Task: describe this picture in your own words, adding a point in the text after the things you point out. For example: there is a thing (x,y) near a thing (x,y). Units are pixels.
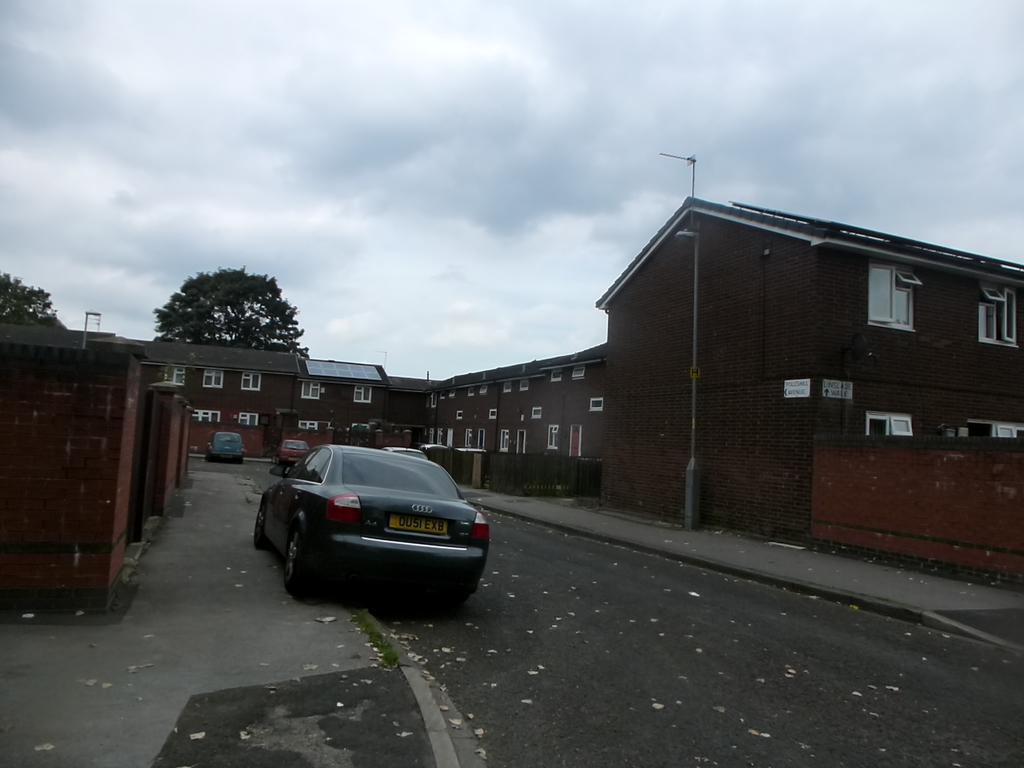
In this image we can see buildings (727,478), motor vehicles (382,570) on the road (469,679), shredded leaves (443,683) on the road (586,666), street poles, street lights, trees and sky (606,164) with clouds (393,109).
